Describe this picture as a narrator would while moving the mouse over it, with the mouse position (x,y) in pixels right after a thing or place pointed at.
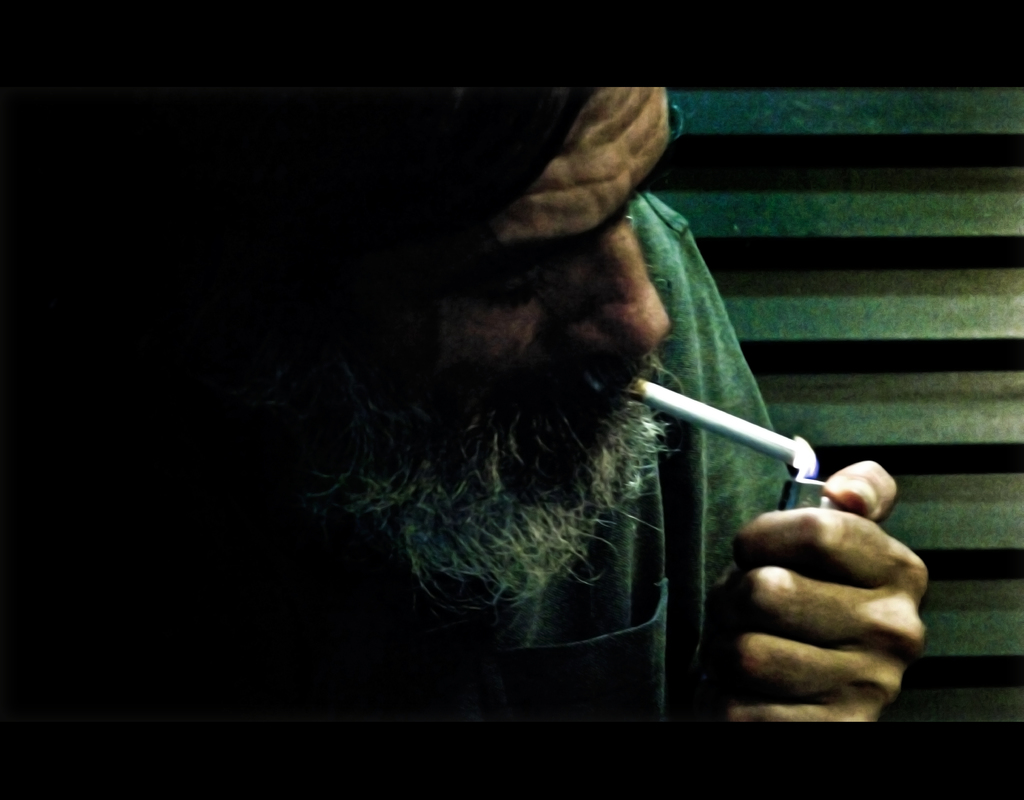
In this image there is a man (491,373) with a cigarette (713,413) in his mouth (608,384) and he is lighting a cigarette (774,440) with a lighter (788,505). In the background (886,258) there is a wall (886,258).
